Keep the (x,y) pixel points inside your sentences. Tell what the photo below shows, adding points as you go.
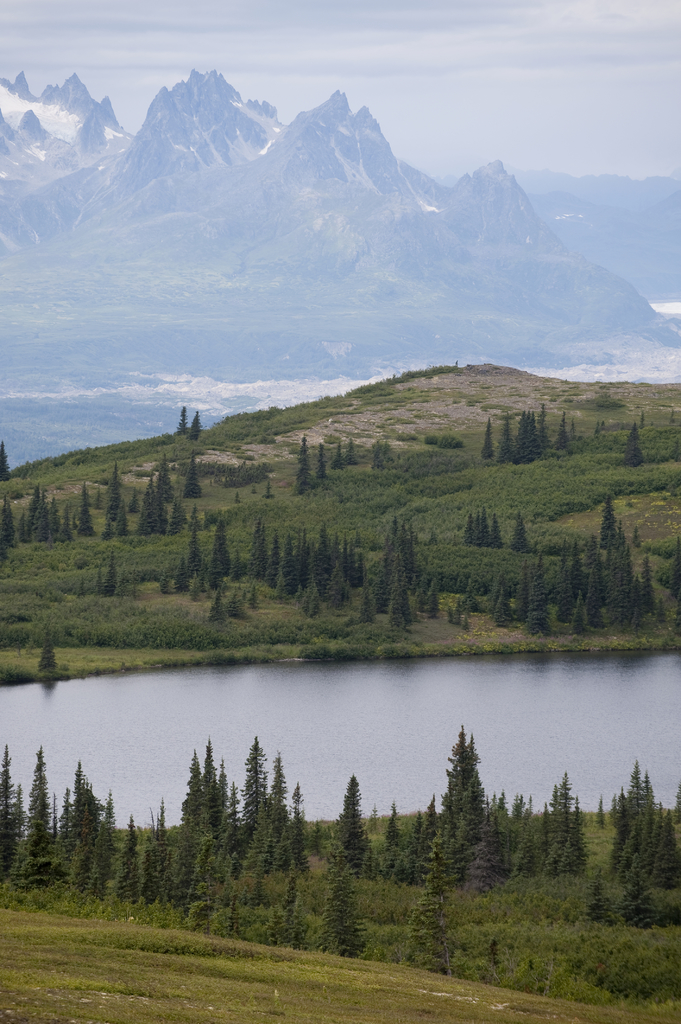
In the center of the image (403,679) there is a lake (514,728). At the bottom (81,955) there is grass (315,964). In the background (354,584) there are trees (310,484), hills (310,227) and sky (202,37).
